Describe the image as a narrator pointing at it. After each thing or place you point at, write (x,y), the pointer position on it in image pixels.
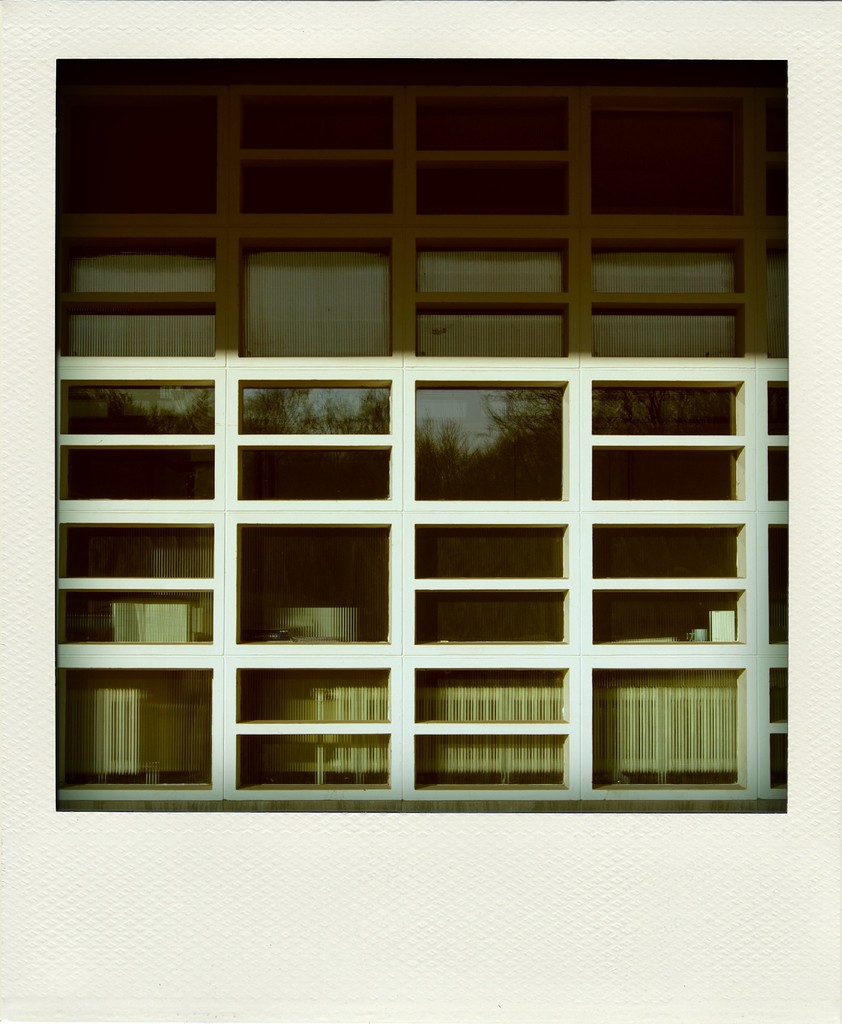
In this picture we can see window glass (670,137) and we can see trees (442,451) and objects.
